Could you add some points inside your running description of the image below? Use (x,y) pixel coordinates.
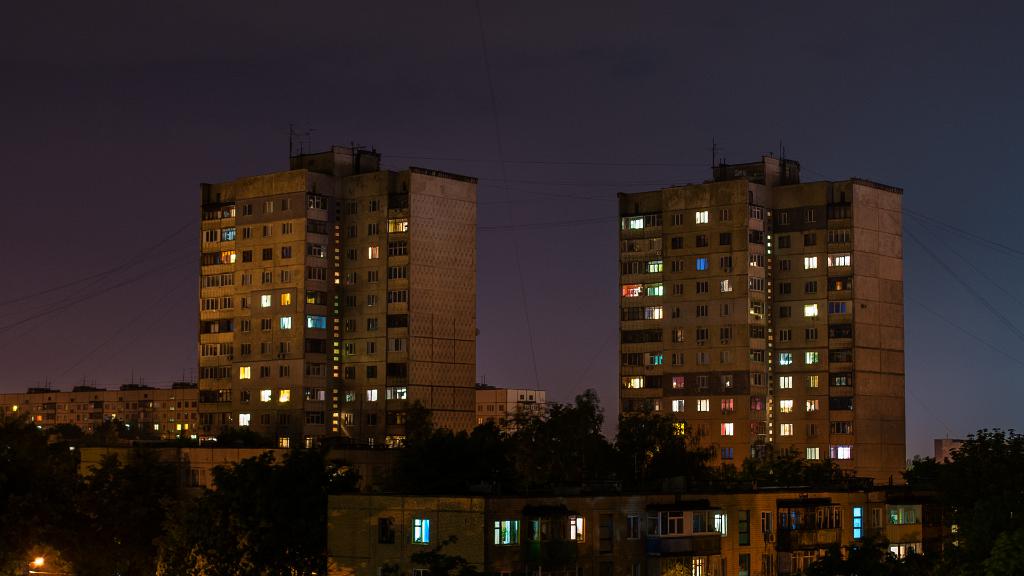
In this picture we can see buildings (297,445), trees (33,478) and light (425,540). In the background of the image (513,203) we can see the sky (543,213).
